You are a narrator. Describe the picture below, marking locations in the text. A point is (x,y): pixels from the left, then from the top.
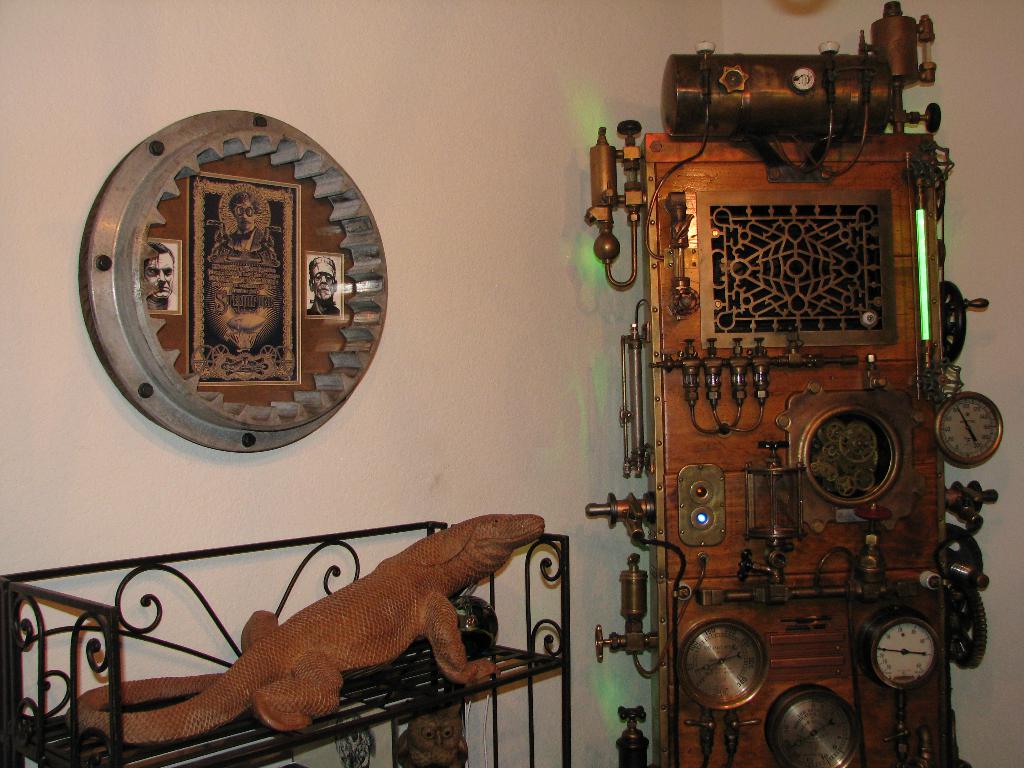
In this image we can see there is a control panel (717,527), beside this there is a rack (433,681). On the rack (298,739) there is a depiction (306,670) of a lizard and there is a frame (248,311) hanging on the wall (431,273).
